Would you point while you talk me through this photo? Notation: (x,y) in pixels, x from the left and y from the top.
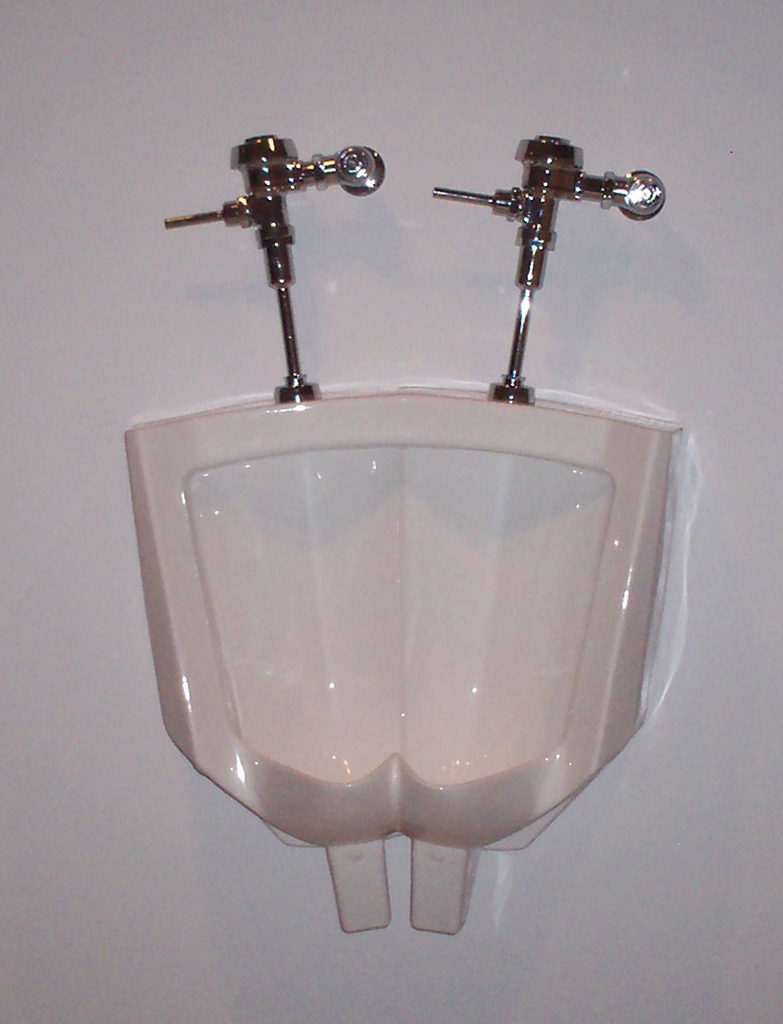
In this image we can see urinals (449,460), taps (284,268) and the wall (421,325).
